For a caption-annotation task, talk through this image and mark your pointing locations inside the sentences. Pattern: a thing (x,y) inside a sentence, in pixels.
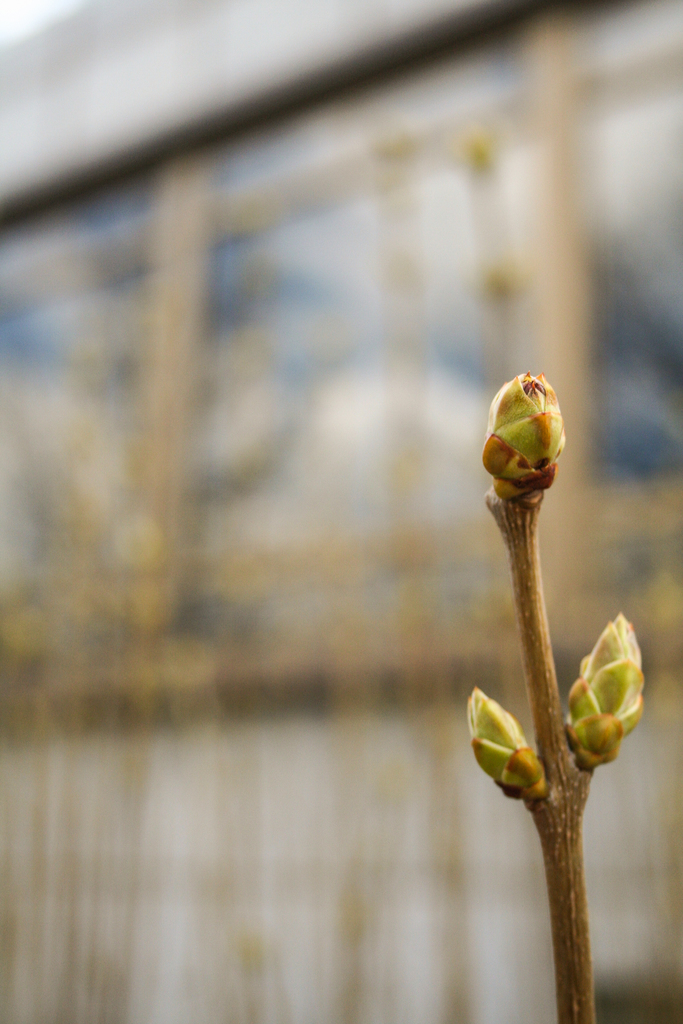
In this image I can see a plant (545,775) which is brown in color and few buds (499,720) which are green in color to it. I can see a building (361,331) and the sky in the blurry background (120,23).
